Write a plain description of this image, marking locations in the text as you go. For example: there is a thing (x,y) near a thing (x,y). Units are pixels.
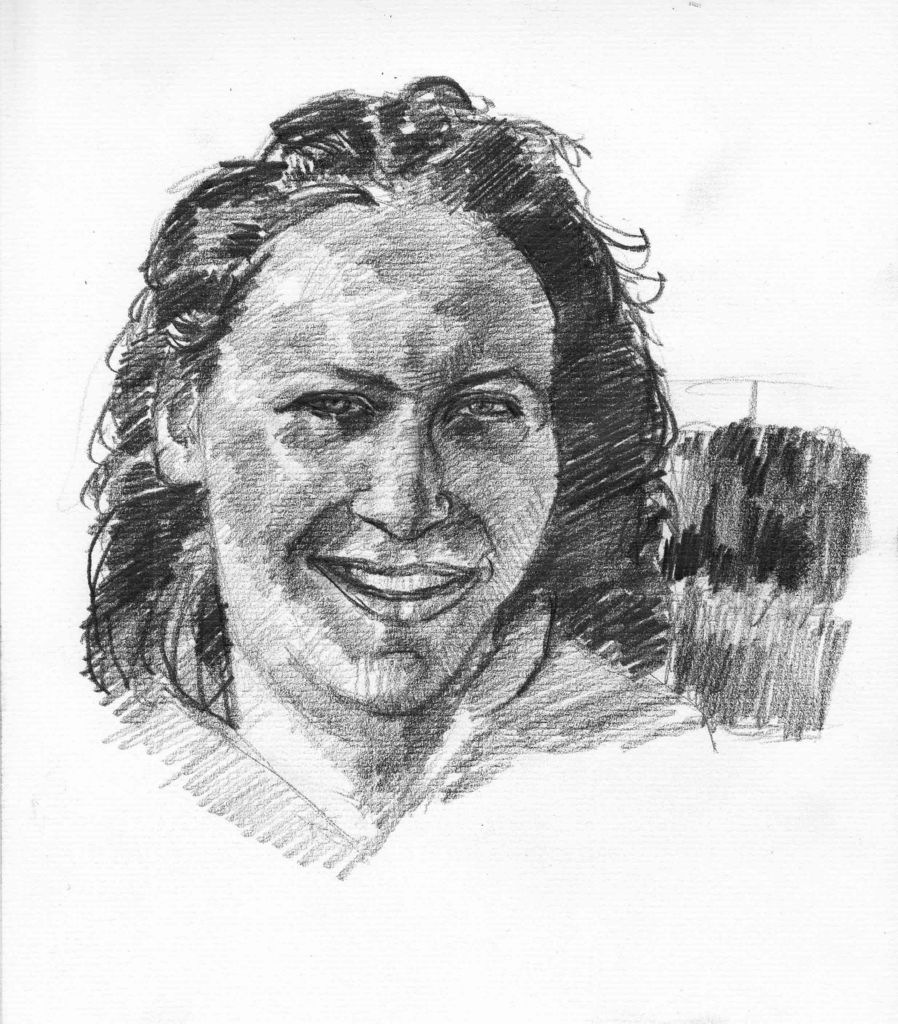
In the center of the image (306,554) we can see a sketch (437,407) of a person (508,658).
